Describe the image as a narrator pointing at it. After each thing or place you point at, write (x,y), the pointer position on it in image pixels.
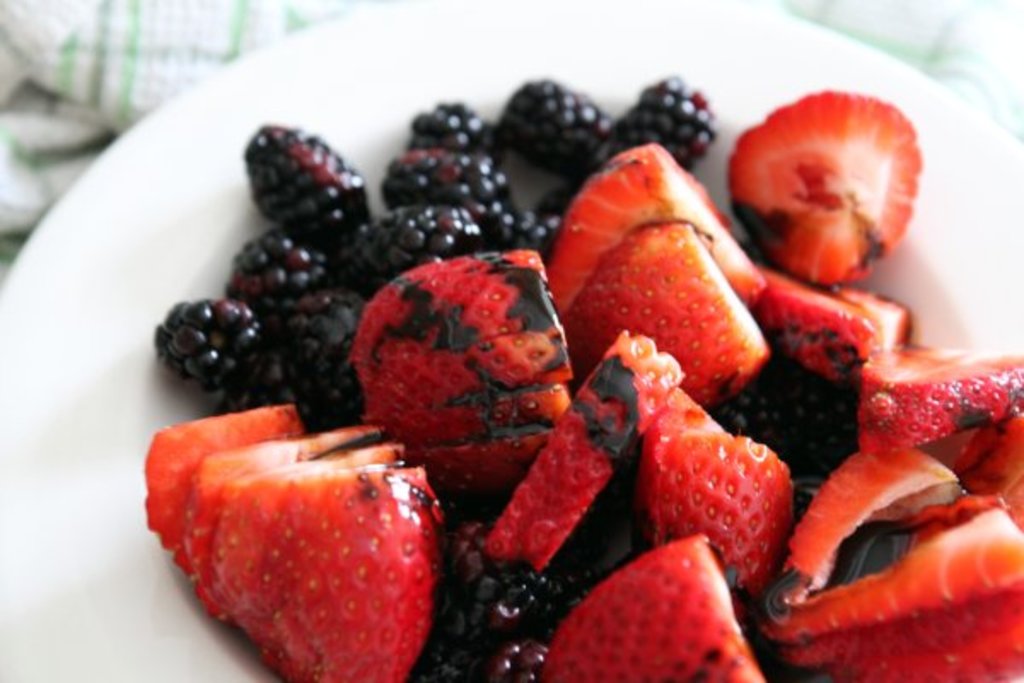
In the image there are strawberry pieces (698,384) and blackberries (478,177) in a plate (340,114), behind it, It seems to be a towel (181,46).
